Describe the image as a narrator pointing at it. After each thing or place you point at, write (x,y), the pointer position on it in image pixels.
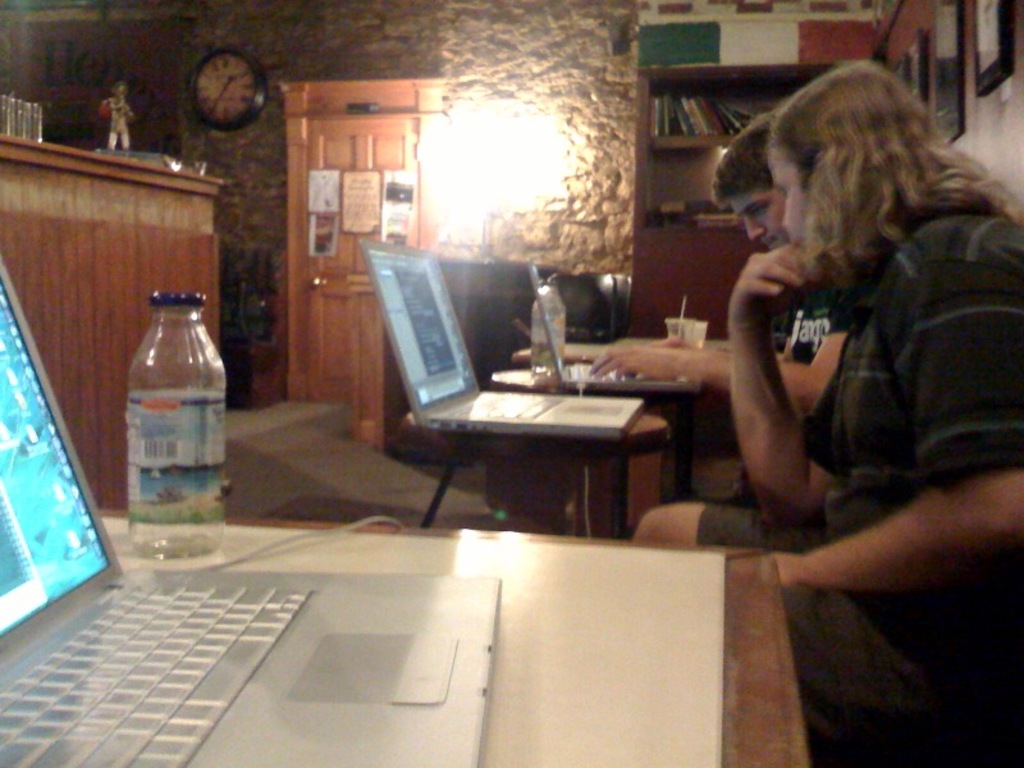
In this picture there are two people (1016,368) those who are sitting at the right side of the image (956,349), there are laptops (651,379), glasses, and bottles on the table (648,392) there is a door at the left side of the image (328,343) and a desk (129,197) at the left side of the image (182,158) and there are some portraits (950,16) on the walls (955,143).
